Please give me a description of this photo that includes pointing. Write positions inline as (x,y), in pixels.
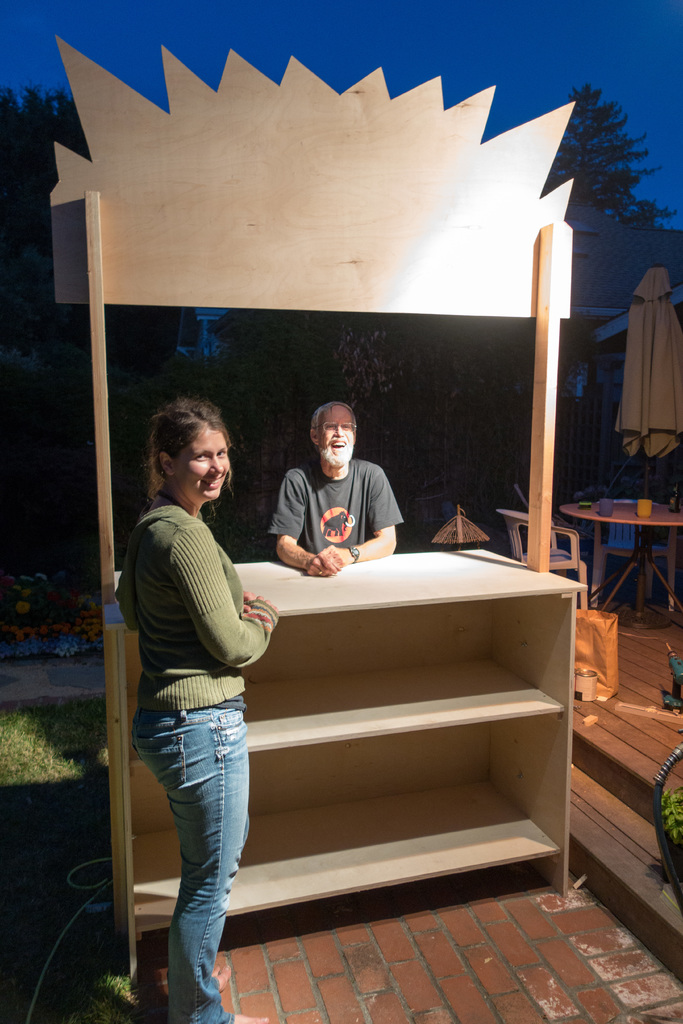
In this image i can see a woman (243,594) and a man (279,541) standing. In the background (668,421) i can see a table (635,557), few chairs (595,558), an umbrella (664,323), few trees (604,201) and the sky (502,54).
